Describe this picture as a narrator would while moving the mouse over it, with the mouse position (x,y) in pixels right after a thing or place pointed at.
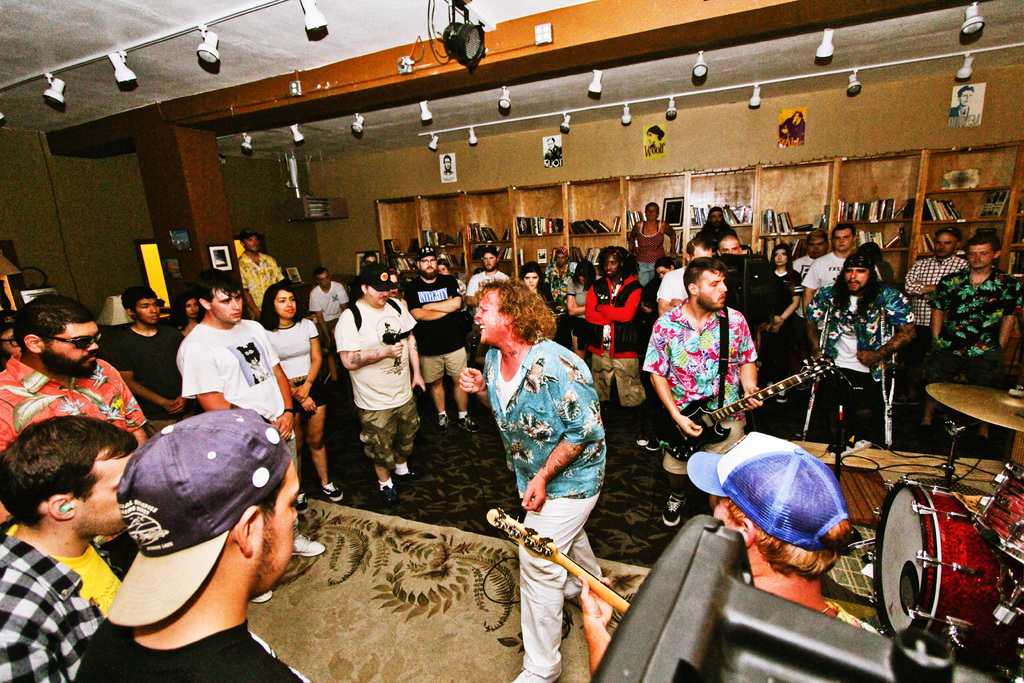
In this Image I see number of people (50,455) who are standing and this man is holding the mike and this man (691,368) is holding the guitar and I see the musical instruments (932,496) over here. In the background (961,165) I see rack (955,154) full of books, few equipment (966,65) and the wall (461,154).
